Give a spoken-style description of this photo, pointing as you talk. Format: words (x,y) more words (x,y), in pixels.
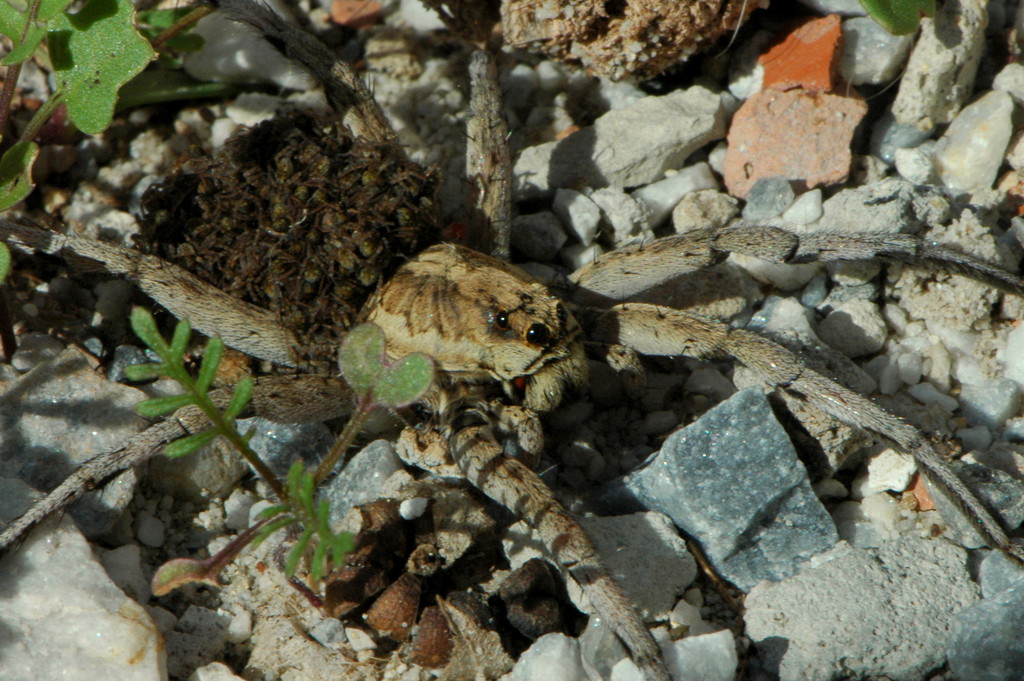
In this image I can see a spider (504,299) which is brown, cream and black in color is on the rocky surface (570,169). I can see few plants (286,510) which are green in color and few stones (745,151).
